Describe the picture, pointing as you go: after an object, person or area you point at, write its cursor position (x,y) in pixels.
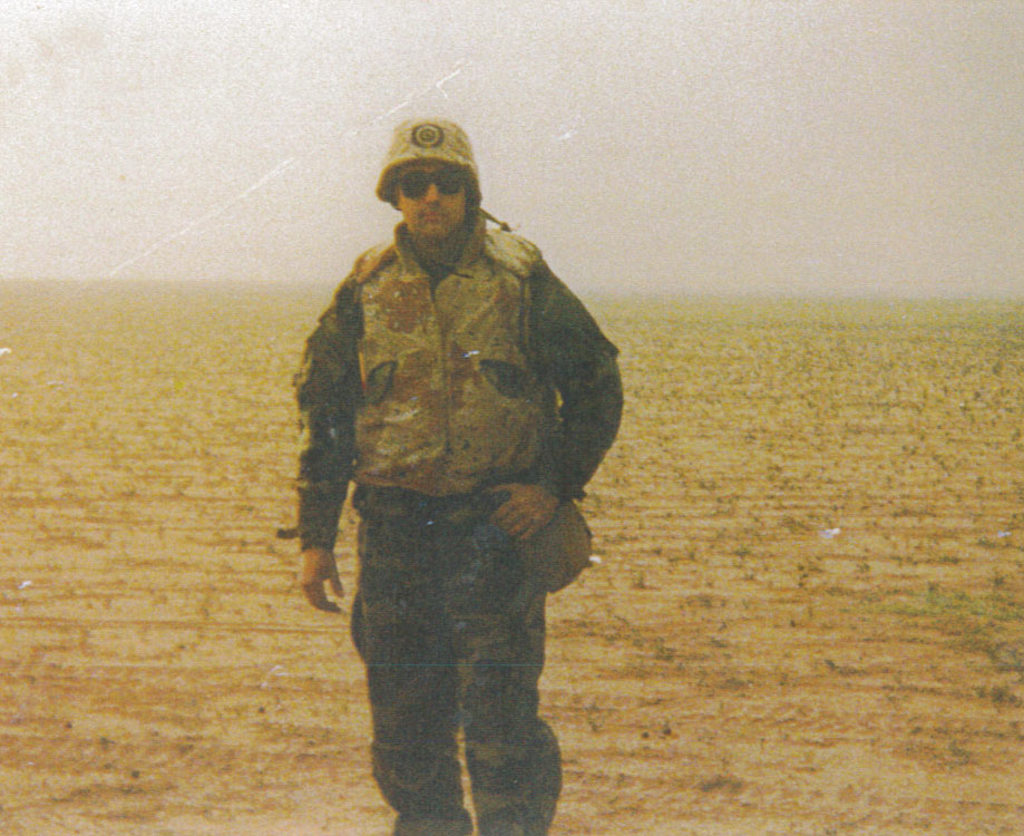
In this image I can see a person (563,452) standing, wearing a cap (398,165), goggles (449,194) and a uniform (463,639). There is land (781,446) and there is sky (577,81) at the top (577,81).
